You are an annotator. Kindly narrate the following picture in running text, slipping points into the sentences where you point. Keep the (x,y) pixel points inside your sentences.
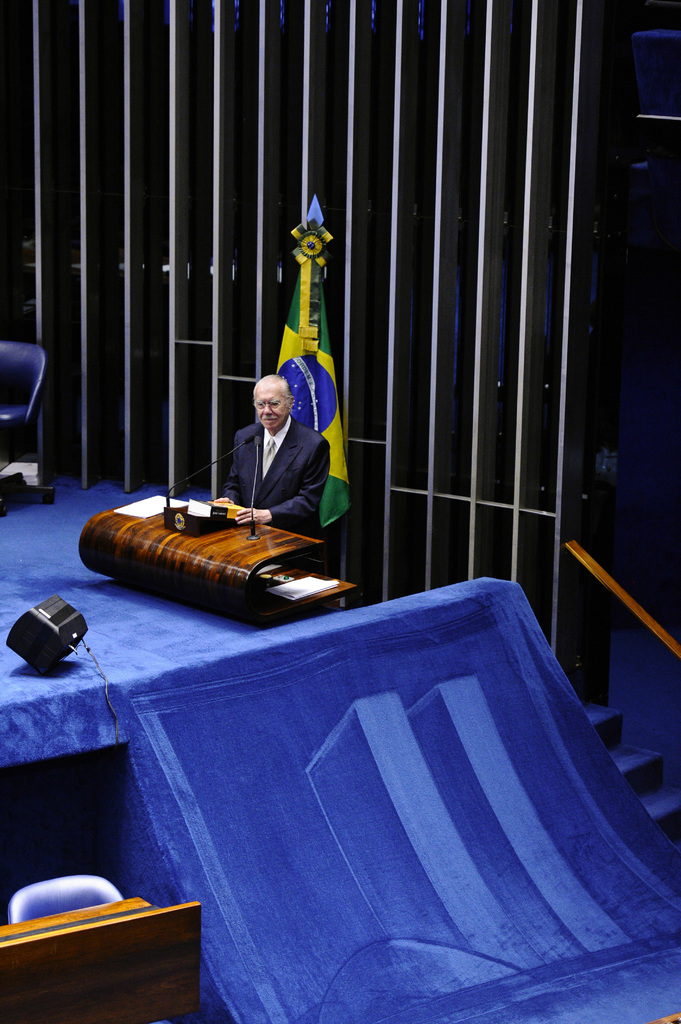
In this image in the center (267,494) there is one person (264,485) who is standing in front of him there is two mikes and table (164,539). On the table (186,544) there are some papers (173,502), at the bottom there is some objects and a speaker (26,621). In the background (390,295) there is a wall (137,367) and one chair (34,383), on the right side (618,740) there are some stairs (608,723).
